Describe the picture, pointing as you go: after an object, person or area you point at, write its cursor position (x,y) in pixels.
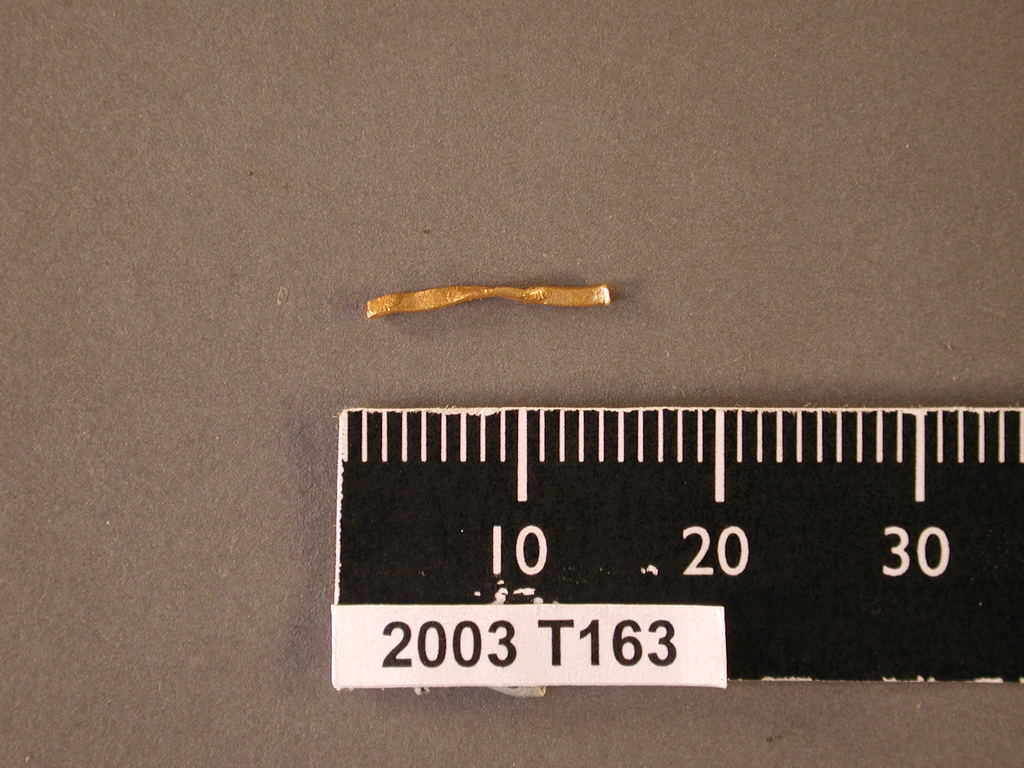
On the right side of the image (684,498) there is a ruler scale (541,539) on the gray colored surface (524,319) and there is an object (443,304) on the surface (494,309).
